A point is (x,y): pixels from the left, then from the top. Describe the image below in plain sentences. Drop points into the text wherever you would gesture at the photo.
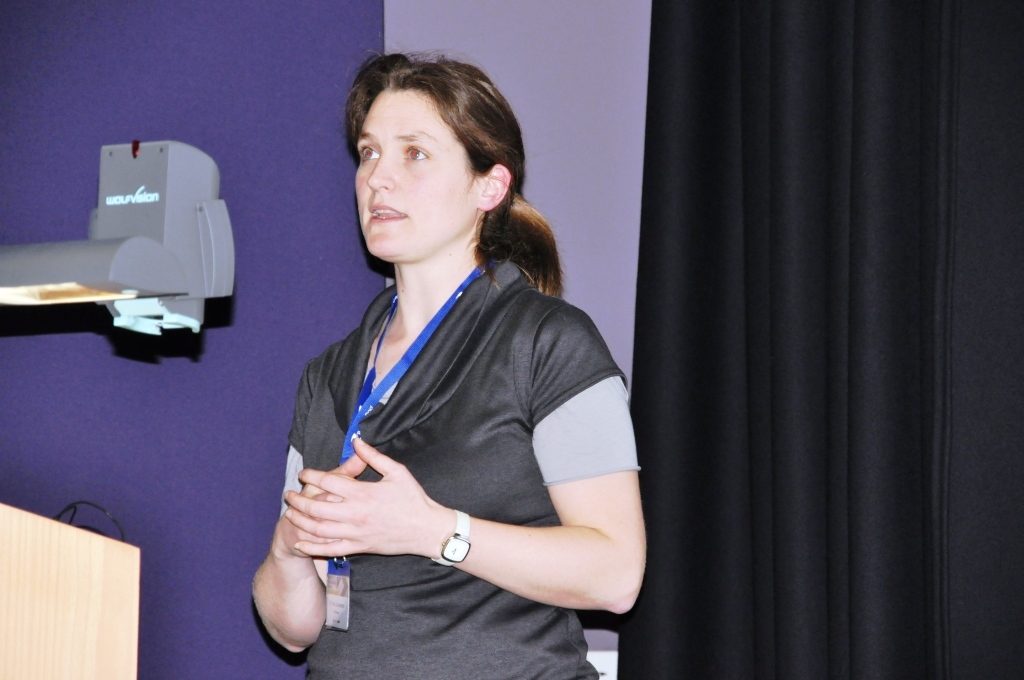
In this picture there is a woman (577,437) standing and talking. On the left side of the image (87,528) there is a wire (123,531) on the podium (10,534) and there is a light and device (180,227). At the back (929,643) there is a curtain (770,316).
